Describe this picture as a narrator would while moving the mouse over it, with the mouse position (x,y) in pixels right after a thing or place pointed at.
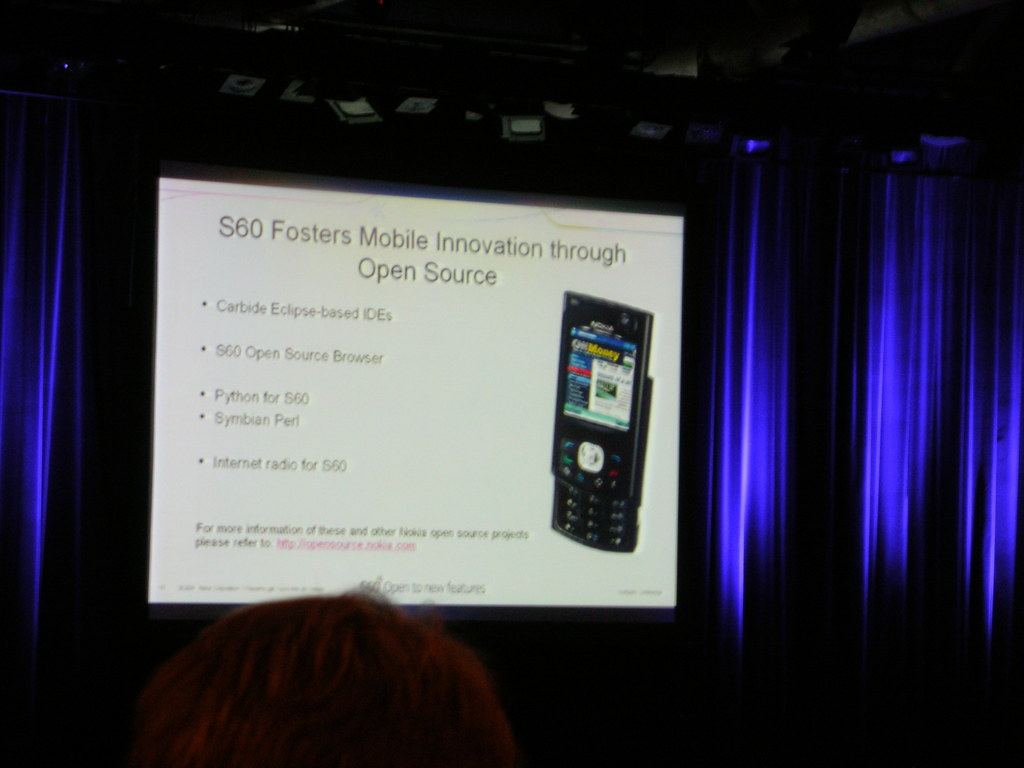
In this picture we can see a mobile (580,338), some text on the screen (455,361) and some objects (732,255) and in the background (756,226) it is dark.
